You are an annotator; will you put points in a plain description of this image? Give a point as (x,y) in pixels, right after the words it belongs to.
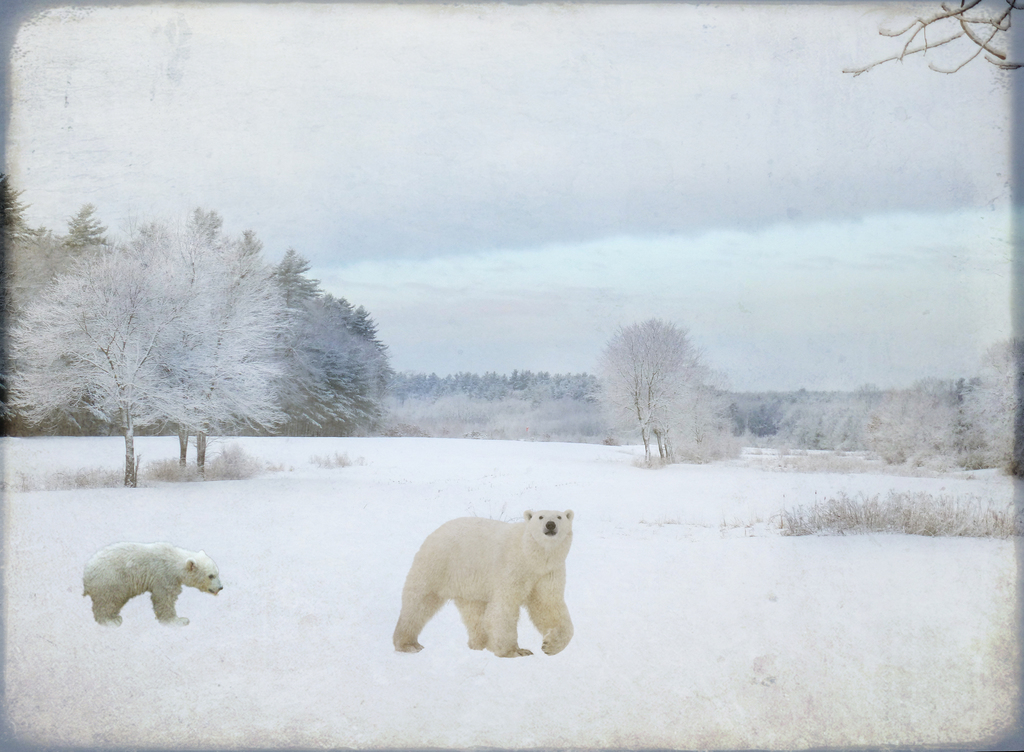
This picture consists of a photo, in the photo I can see animals (130,566) visible on snow (828,551) and at the top (530,164) I can see the sky (681,177) and trees (938,387).
